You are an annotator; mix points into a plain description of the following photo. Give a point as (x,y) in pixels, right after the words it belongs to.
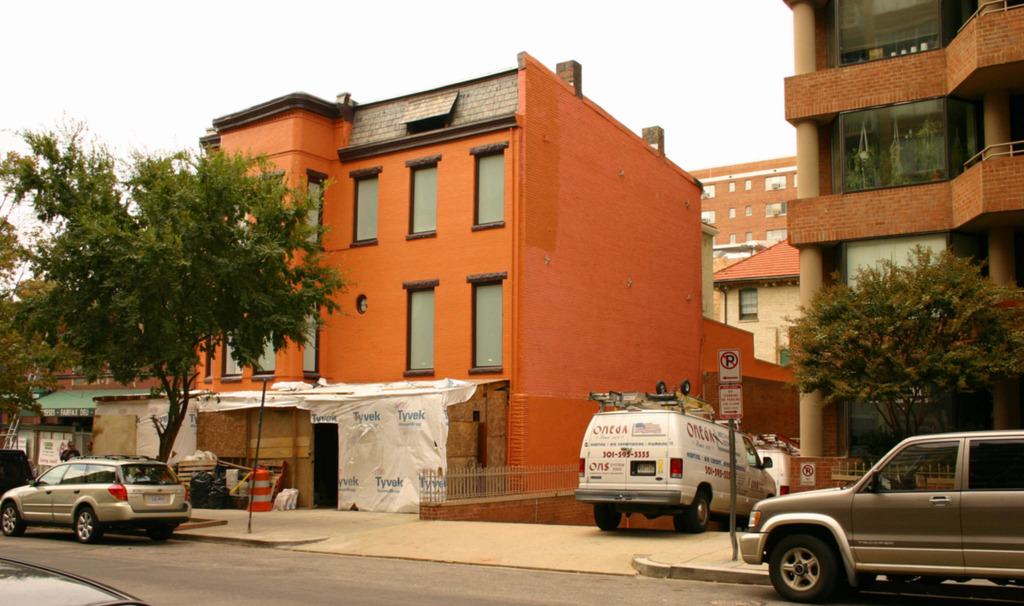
This picture shows few buildings (704,245) and couple of trees (878,366) and sign boards (720,362) on the side walk (273,527) and we see cars (675,427) parked.
